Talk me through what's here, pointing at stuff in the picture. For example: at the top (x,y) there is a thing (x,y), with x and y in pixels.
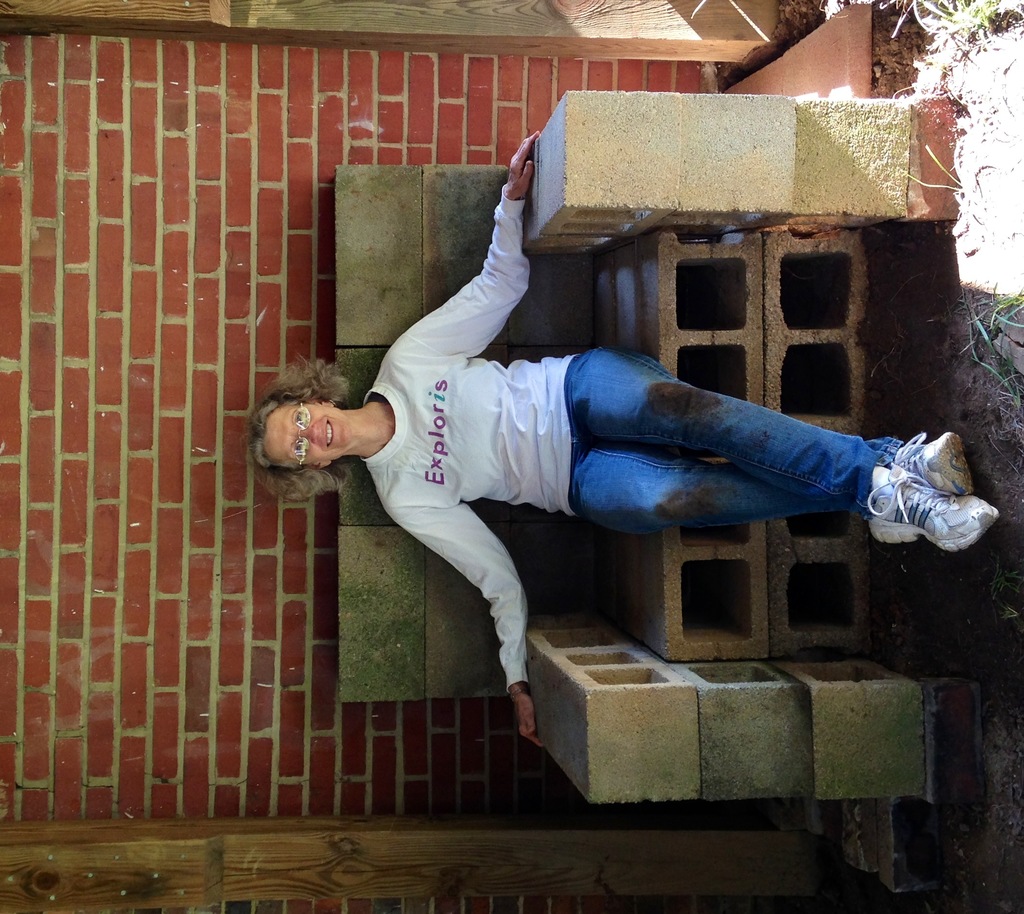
In the center of the image (465,445) we can see a person (444,453) sitting on the bench (728,270). In the background (203,503) there is a wall (195,405).
